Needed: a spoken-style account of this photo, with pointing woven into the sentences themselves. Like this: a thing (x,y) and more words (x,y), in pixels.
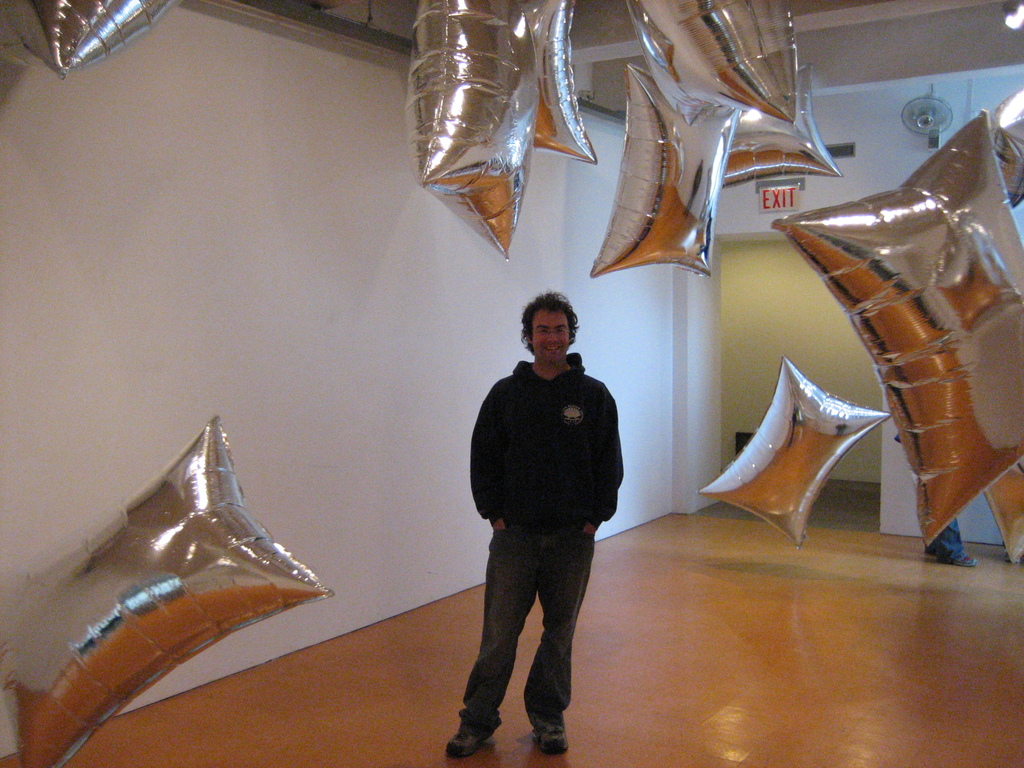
In this picture there is a man (503,547) with black jacket (571,501) is standing and smiling. At the back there are balloons (576,118) in the air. On the right side of the image (982,126) there are balloons (877,323) and there is a person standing and there is a board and fan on the wall (868,184) and there is text (793,201) on the board (778,201). At the top (1002,6) there is a light (1017,16). At the bottom (774,637) there is a floor (845,637). On the left side of the image (128,579) there are balloons (90,589) in the air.
